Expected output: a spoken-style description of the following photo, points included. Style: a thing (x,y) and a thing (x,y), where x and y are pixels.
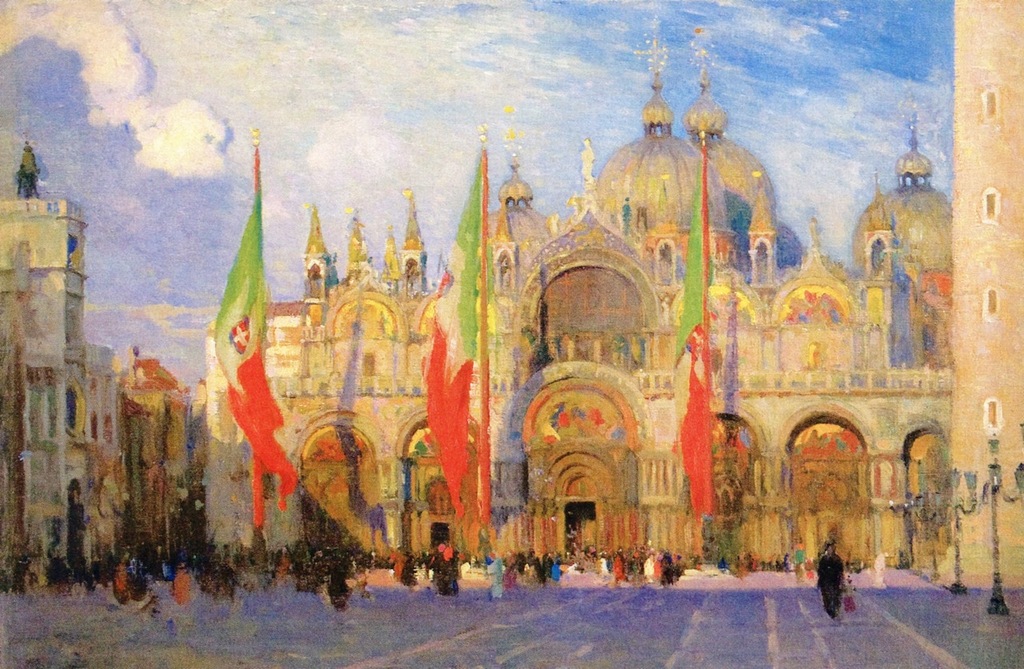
In the picture we can see a painting (768,359) of a palace (317,440) and in front of it, we can see some flags (444,359) to the poles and near it, we can see many people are standing and some are walking and beside the palace (333,444) we can see some buildings (969,204) and in the background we can see a sky (925,69) with clouds (200,24).
